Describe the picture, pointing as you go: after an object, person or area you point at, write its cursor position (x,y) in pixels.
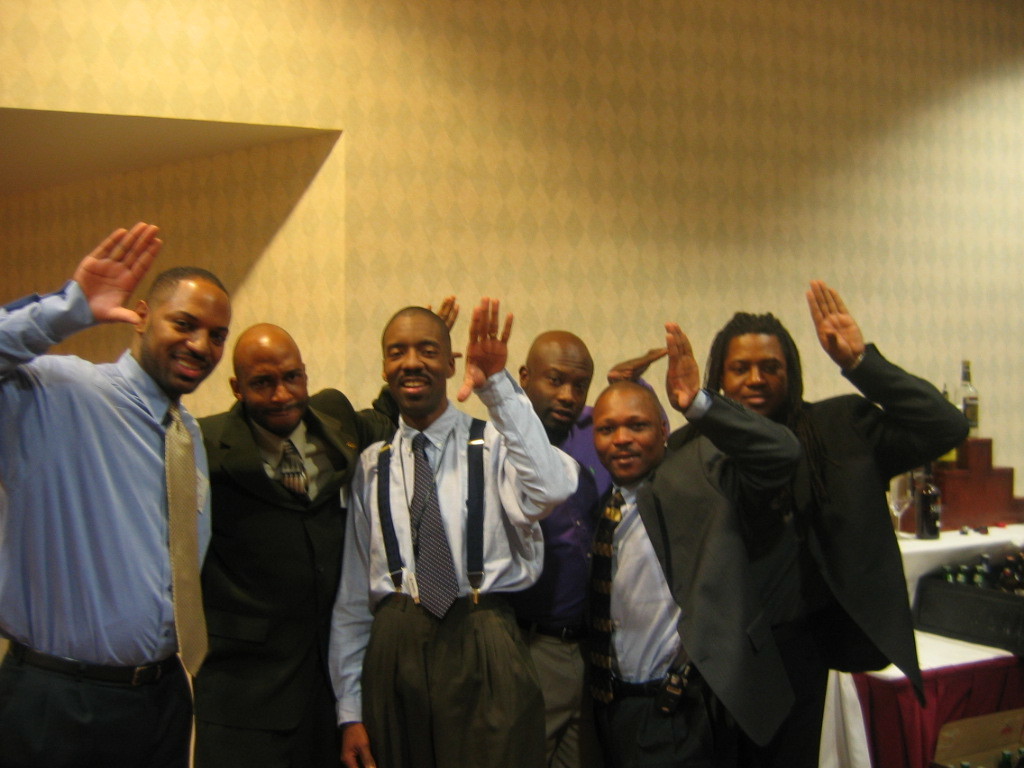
In this image, I can see a group of people (483,535) standing. On the right side of the image (989,493), there are bottles (928,533), a wine glass (905,490) and few other objects (994,593) on a table (961,642). In the background (561,279), there is the wall (246,169).
